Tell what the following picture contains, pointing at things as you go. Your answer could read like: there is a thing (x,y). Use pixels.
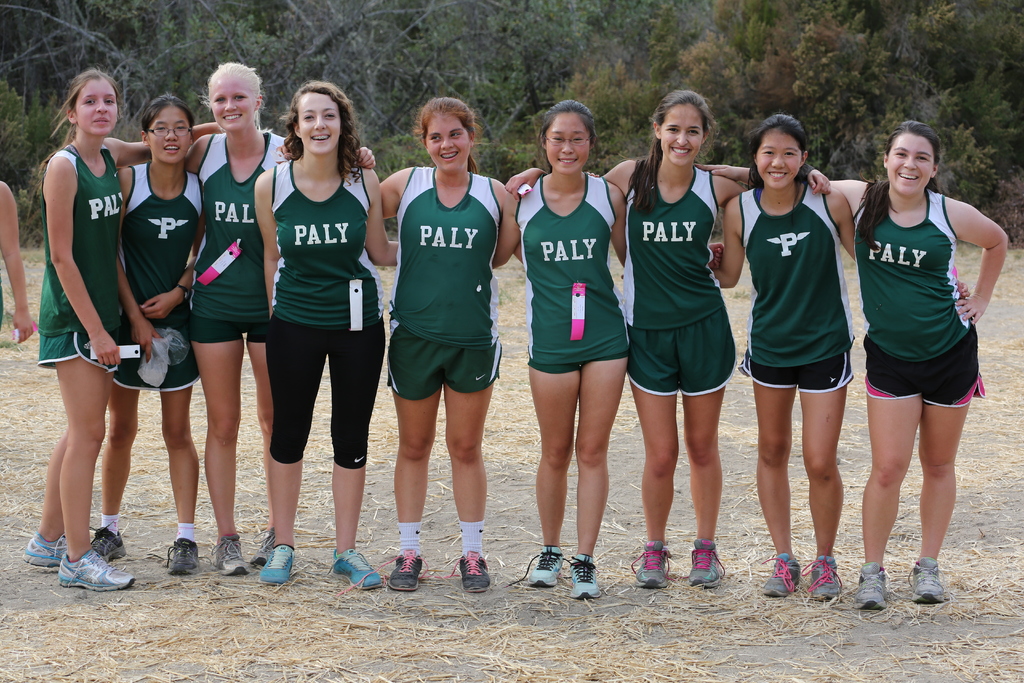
In front of the picture, we see nine girls (555,385) in green and white T-shirts (446,288) are standing. All of them are smiling. At the bottom of the picture (337,644), we see dry grass (607,626). There are many trees (322,61) in the background (765,113).
